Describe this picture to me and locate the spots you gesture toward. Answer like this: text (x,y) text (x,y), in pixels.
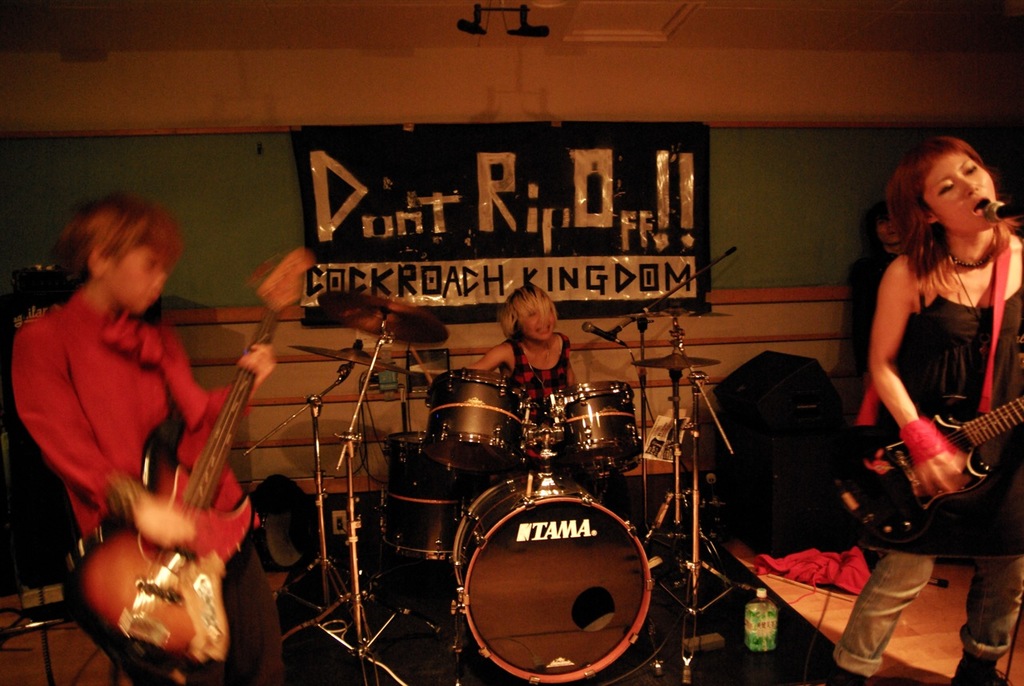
As we can see in the image there is a wall (725,87), banner (600,216), few people (117,340) here and there, musical drums (482,535) and guitars (188,631).
